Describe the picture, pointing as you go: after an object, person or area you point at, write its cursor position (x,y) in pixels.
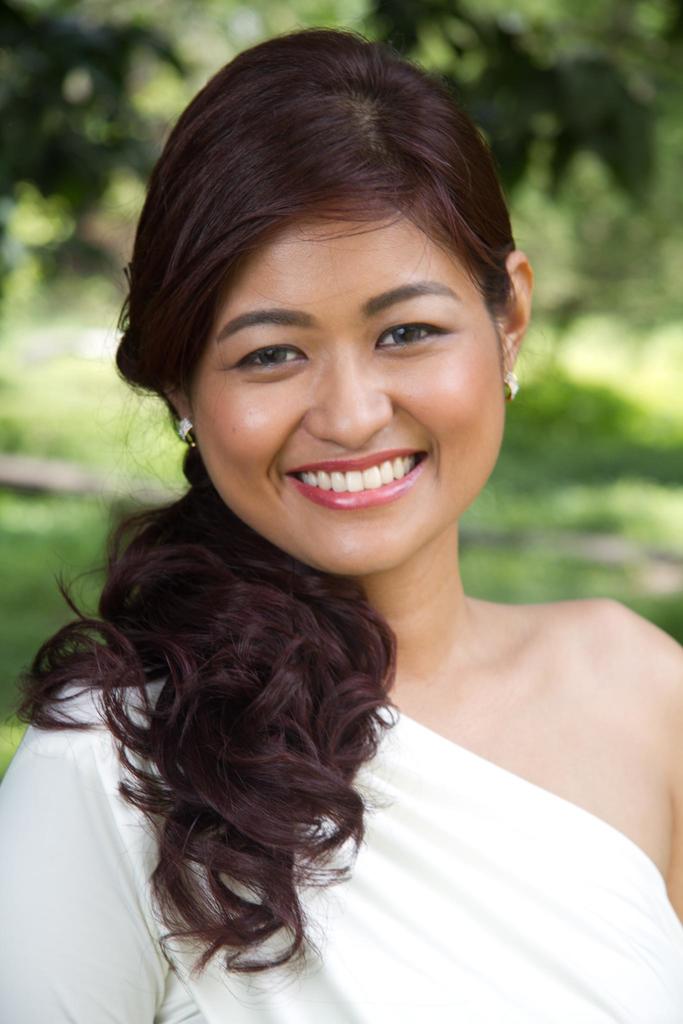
In this image in the foreground (391,501) there is one woman (353,550) who is smiling, and in the background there are some trees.
